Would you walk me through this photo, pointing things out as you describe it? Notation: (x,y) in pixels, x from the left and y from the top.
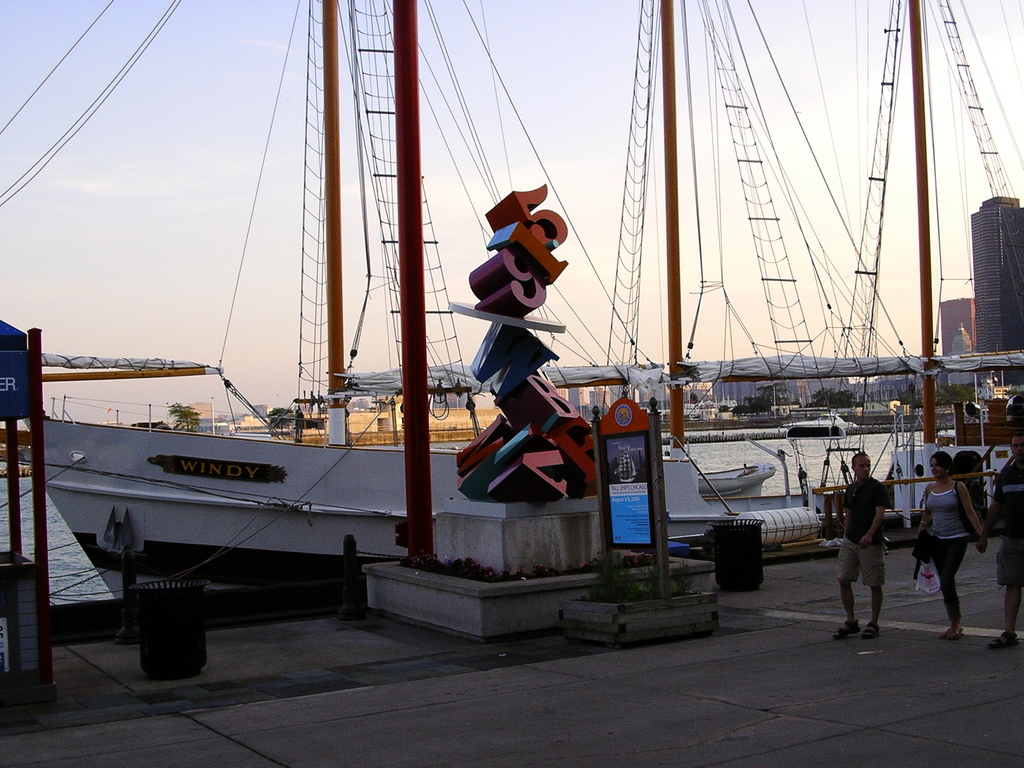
In this image we can see boat (372,527) on the water (50,496). There are poles (424,531). Also there are ropes (868,198). And there is a pedestal (525,530). On that there are blocks (505,443) of letters (505,379) and numbers (507,302). And we can see few people (871,553) walking. In the background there are trees (183,417) and buildings (893,383). Also there is sky (216,181).
